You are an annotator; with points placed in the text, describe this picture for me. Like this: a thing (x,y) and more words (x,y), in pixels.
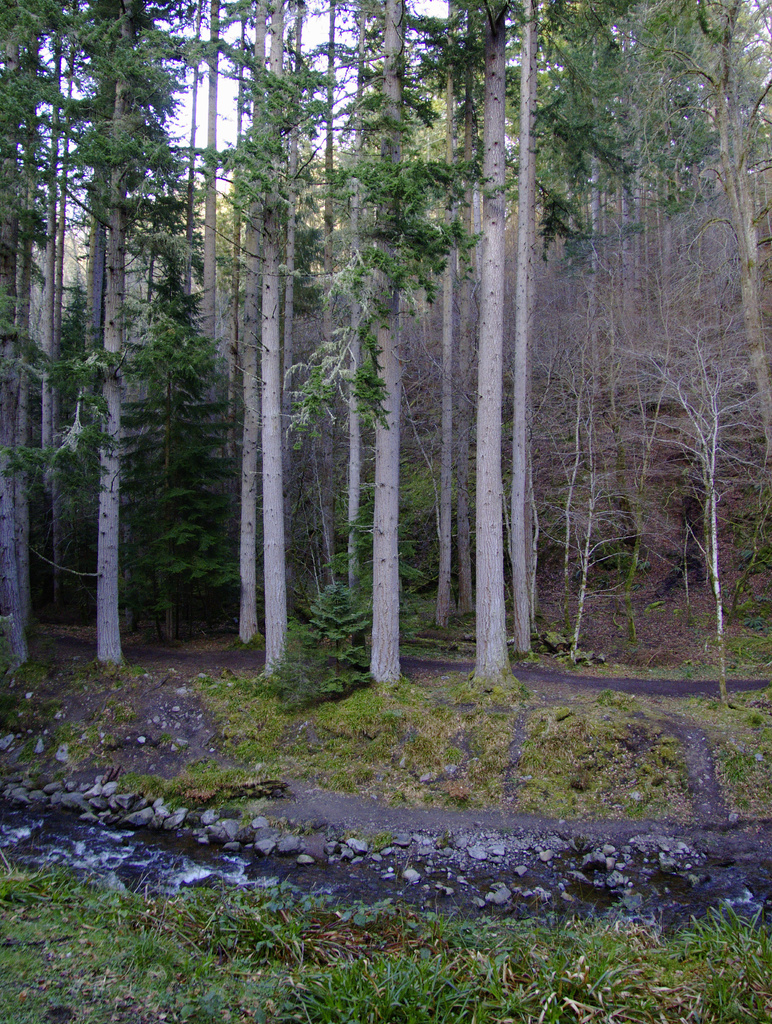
In this image we can see there are trees (212,69), water (566,886), grass (578,760) and the sky (236,119).
